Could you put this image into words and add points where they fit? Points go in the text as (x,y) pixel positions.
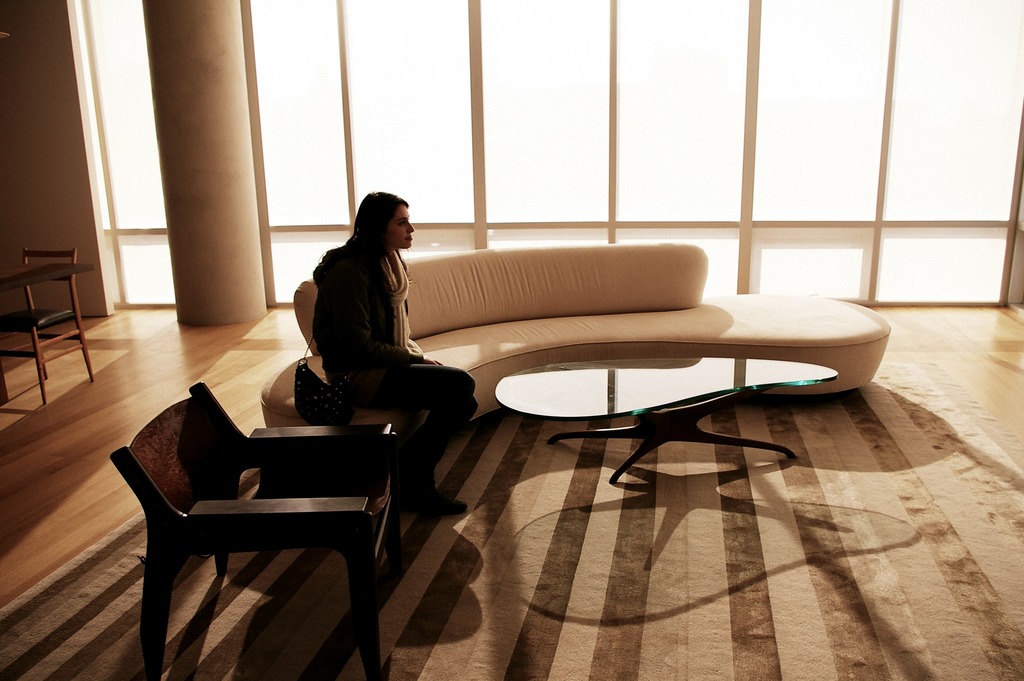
This photo is clicked inside a room (641,62). Here, in this picture, we see women (343,328) wearing scarf (400,296) is sitting on sofa (456,338). She is even carrying bag (325,400) and in front of her, we see a glass table (612,396). Beside her, we see a chair (268,464) which is brown in color. On the left corner of the picture (50,252), we see a dining table (17,284) and chair (66,337). On background (537,162), we see glass doors (826,156) and a pillar (207,193).
